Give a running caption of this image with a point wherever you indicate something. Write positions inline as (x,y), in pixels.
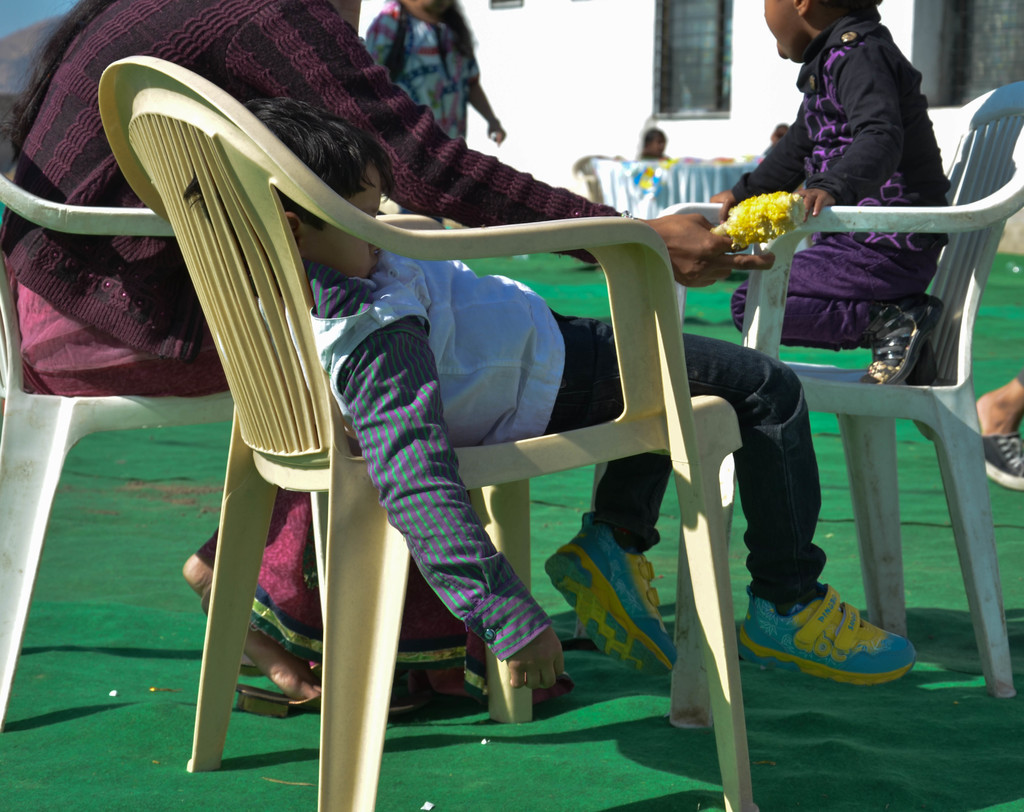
This is a picture taken in the outdoors. There are three persons (389,350) sitting on chairs (253,208). Behind the people (386,284) there is a person (438,53) standing on a floor (553,281) and the floor (663,764) is covered with a green mat (876,754). behind the people (572,204) there is a wall (587,101) and glass windows (672,76).
